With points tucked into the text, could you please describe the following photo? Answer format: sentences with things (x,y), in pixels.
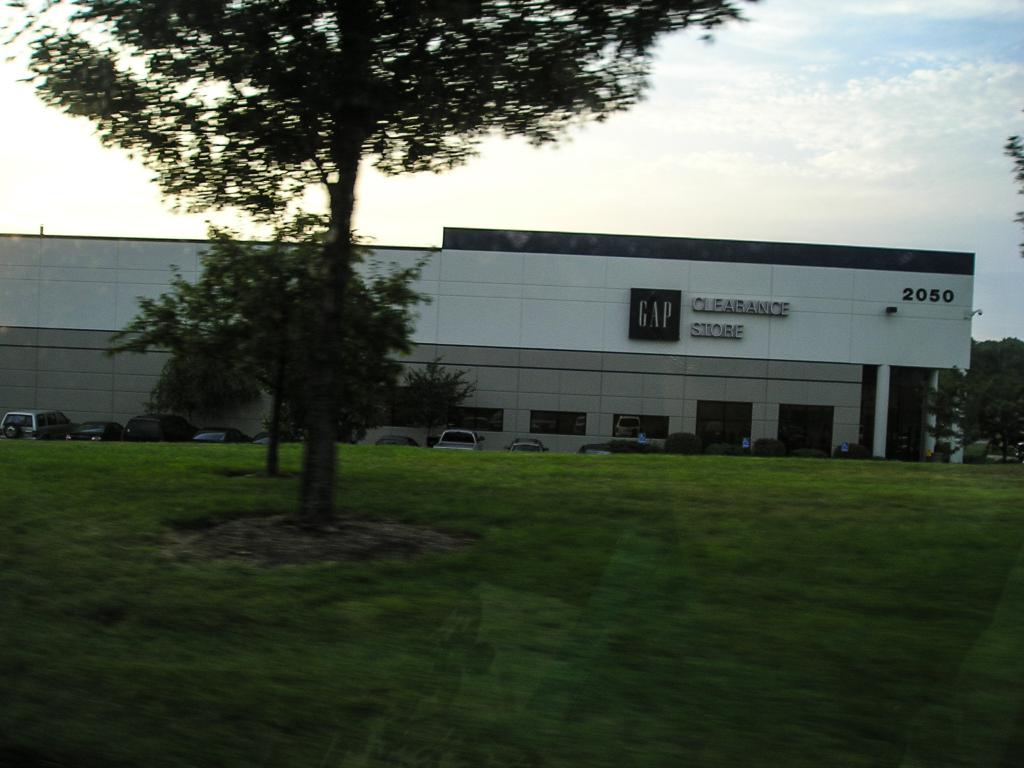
This image is taken outdoors. At the bottom of the image (292,661) there is a ground (533,513) with grass (607,706) on it. At the top of the image (776,119) there is the sky (762,204) with clouds (785,102). In the middle of the image (661,366) there is a building (507,384) with walls (558,348), windows (624,421), doors (728,414) and roof (541,249). There is a text (666,313) on a wall (812,316). There are a few trees (983,380). Many cars (65,426) are parked on the ground (941,473).
